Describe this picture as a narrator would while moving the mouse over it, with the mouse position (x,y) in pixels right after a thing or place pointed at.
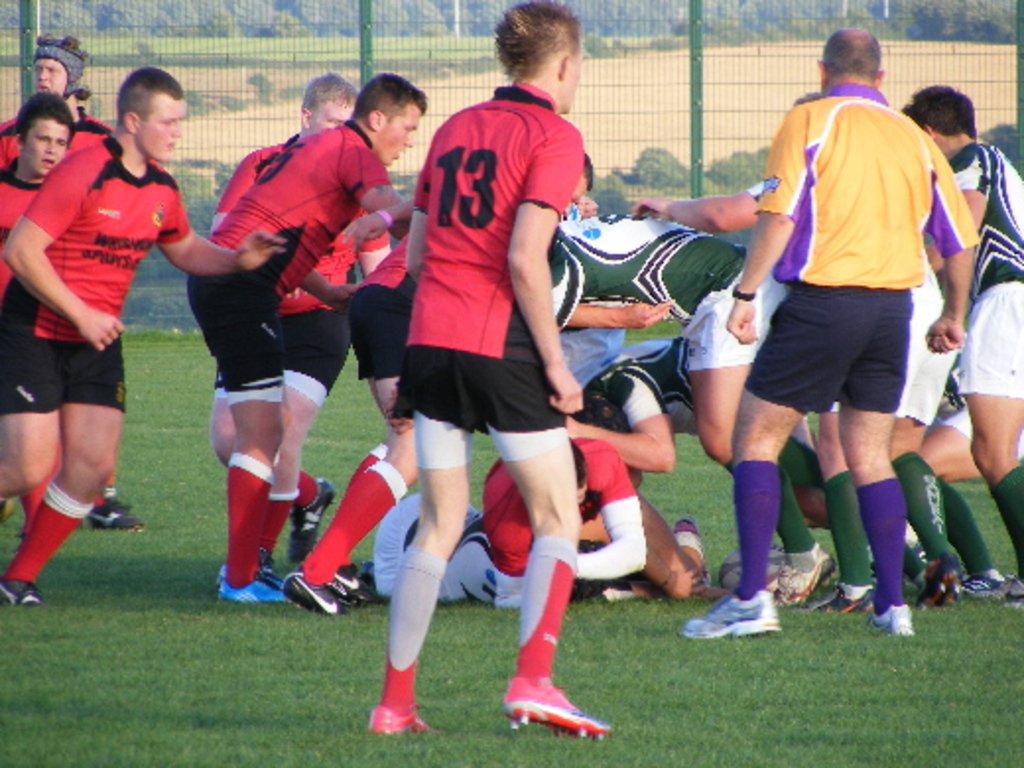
In the foreground of this image (625,372), there are men (493,261) few are standing on the grass (669,648) and a man (504,563) is lying on it. In the background (488,10), there is fencing (374,20). Behind fencing (695,28), there are trees (606,2) and the ground (652,99).
